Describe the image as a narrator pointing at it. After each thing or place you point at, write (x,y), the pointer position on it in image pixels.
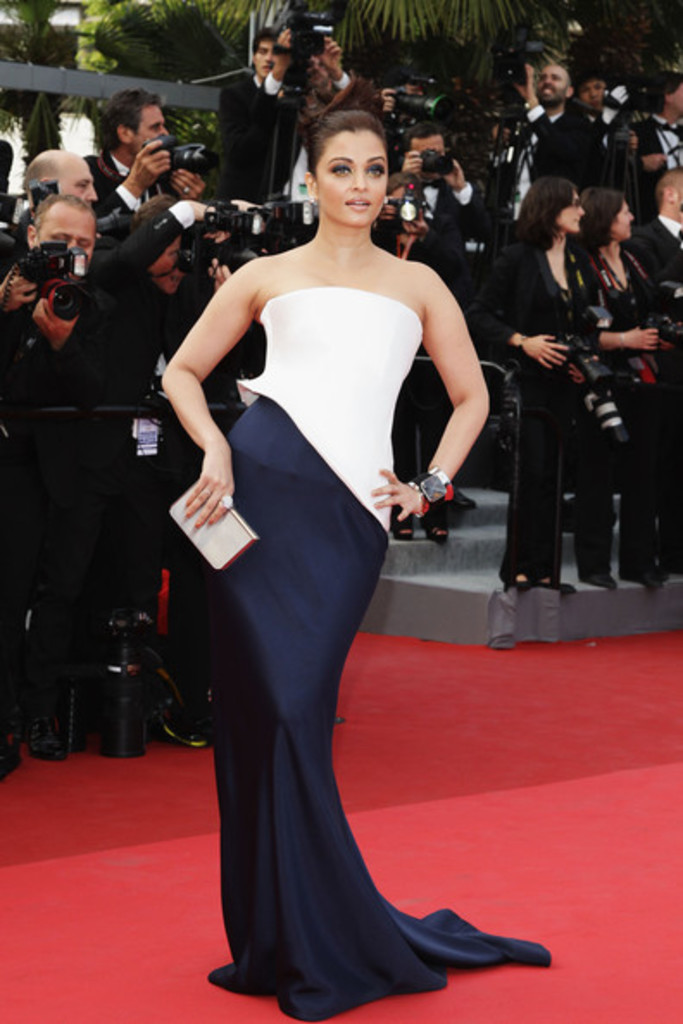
In the center of the image (313,424), we can see a lady (308,487) standing and holding an object (214,537). In the background (281,138), there are many people (274,119) and are holding cameras (197,153) in their hands (191,180) and we can see some objects (118,697) and there are trees (446,36). At the bottom (500,792), there is a carpet (517,808).
